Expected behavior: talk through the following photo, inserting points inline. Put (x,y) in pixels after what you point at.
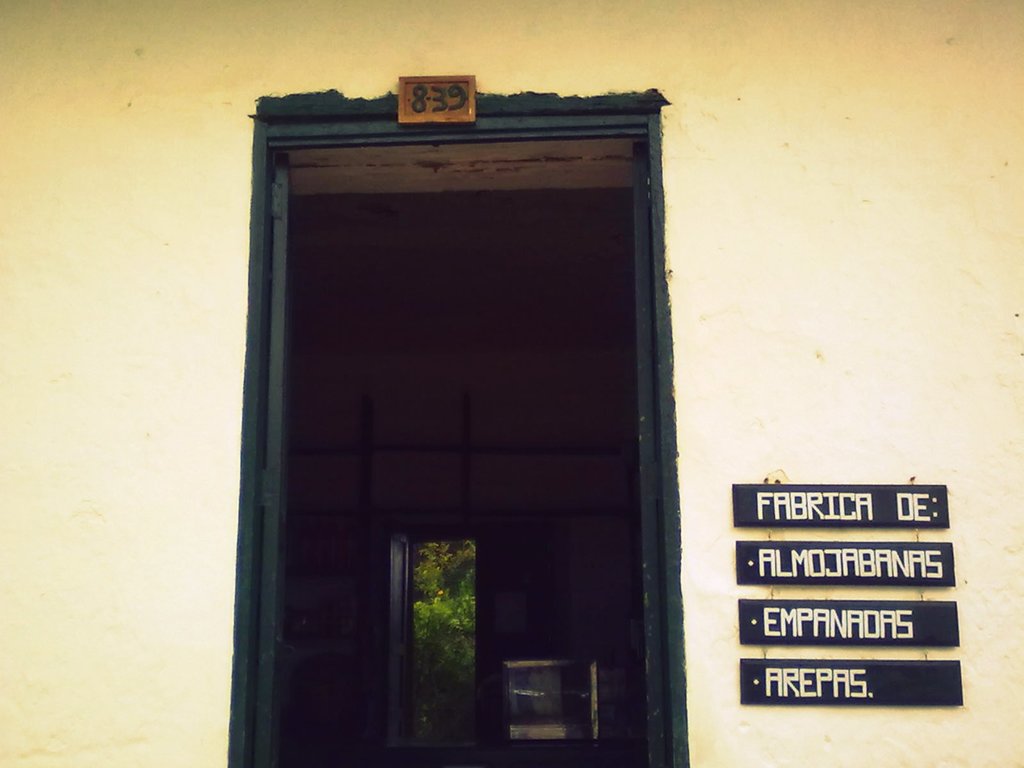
In this image I can see the cream colored wall (216,72), few boards (826,504) attached to the wall (817,655), the green colored door (535,110) and through the door (579,101) I can see a few objects (486,452) in the dark and another door (402,664) through which I can see few trees (423,625).
